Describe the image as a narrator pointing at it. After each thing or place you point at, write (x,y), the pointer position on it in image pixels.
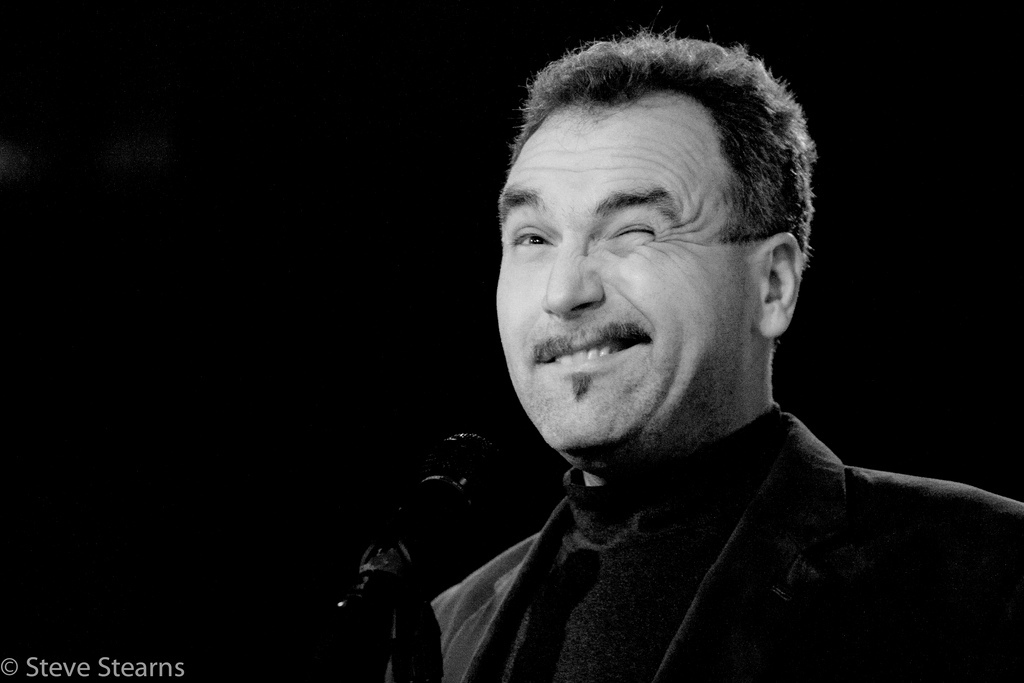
In this image there is a man (664,534). He is winking. There is a microphone (445,491) in front of him. The background (280,263) is dark. In the bottom left (126,672) there is text (64,669) on image.
